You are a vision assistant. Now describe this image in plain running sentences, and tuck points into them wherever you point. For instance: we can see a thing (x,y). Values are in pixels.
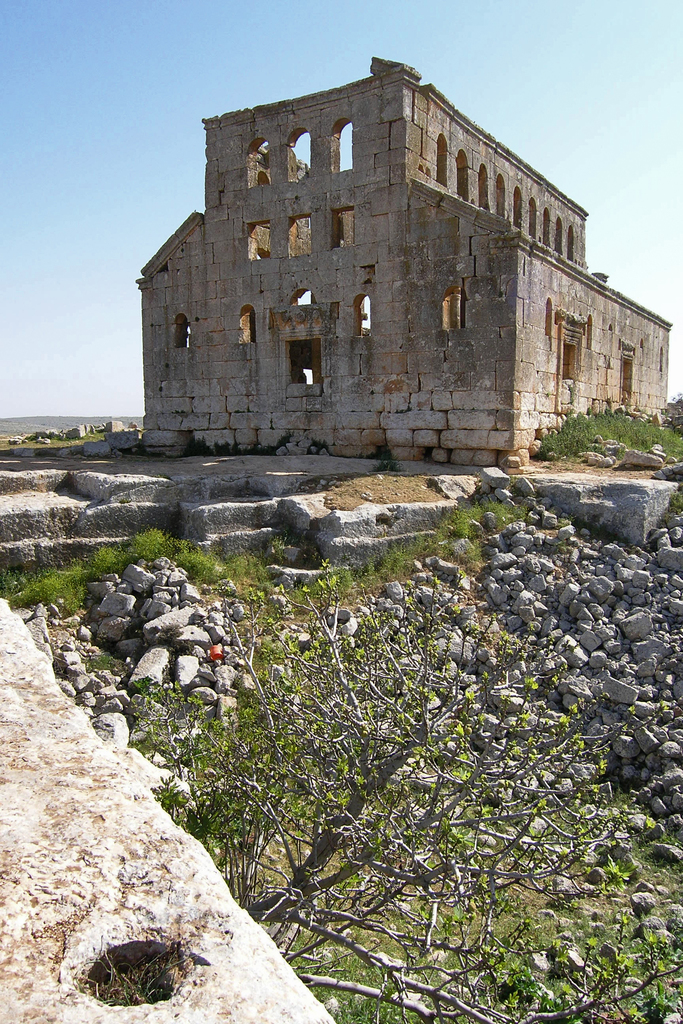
In this image in front (358,851) there is a tree (362,839). There are rocks (679,555). In the center of the image (392,431) there is a building (440,424). In the background of the image (149,144) there is sky (103,166).
